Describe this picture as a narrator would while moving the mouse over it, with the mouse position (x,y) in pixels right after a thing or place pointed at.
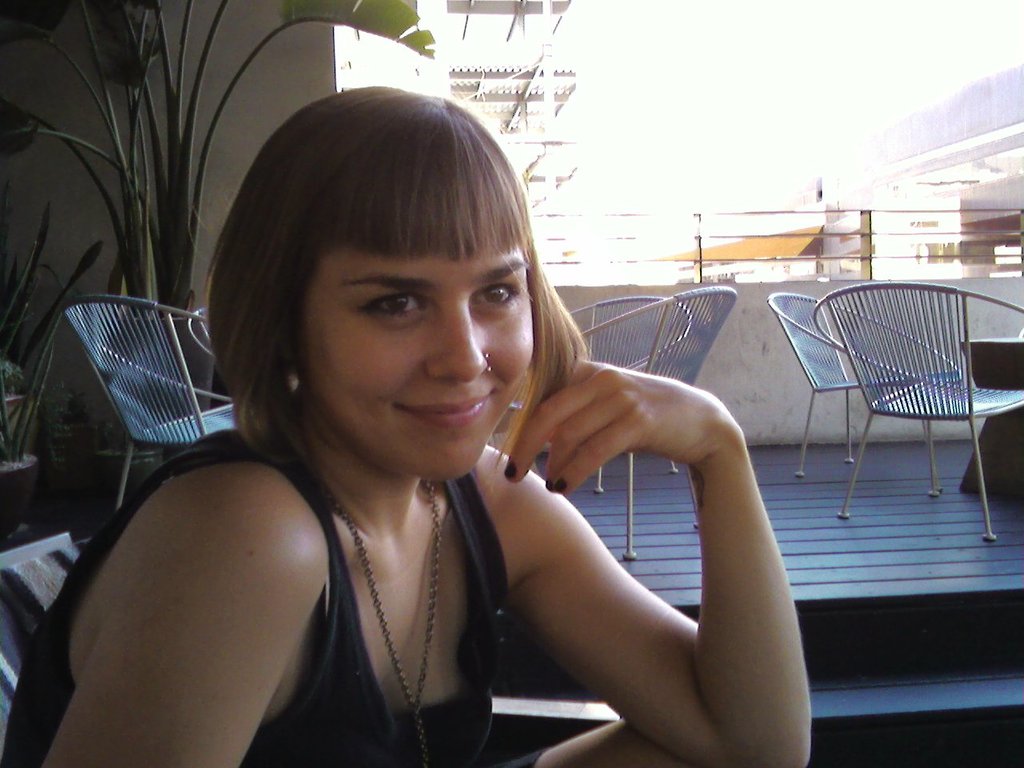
In this image in front (368,430) there is a person (445,392) wearing a smile on her face (445,392). Behind her there are chairs (158,365). There are flower pots (163,225). There is a metal fence (896,223). There is a wall (778,390). In the background of the image (923,214) there are buildings (547,51).
